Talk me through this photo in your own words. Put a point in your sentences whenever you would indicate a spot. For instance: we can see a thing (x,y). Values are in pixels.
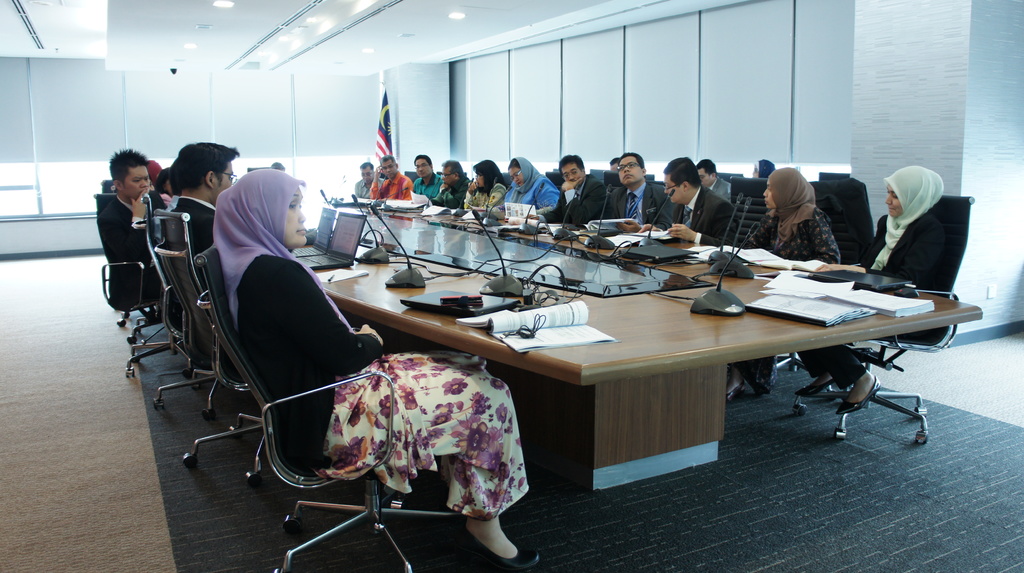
There is a room (399,120). They are sitting in a chair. There is a table (723,341). There is a laptop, book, mic board (733,313) on a table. we can see in the background (454,120) there is a flag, window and lights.
